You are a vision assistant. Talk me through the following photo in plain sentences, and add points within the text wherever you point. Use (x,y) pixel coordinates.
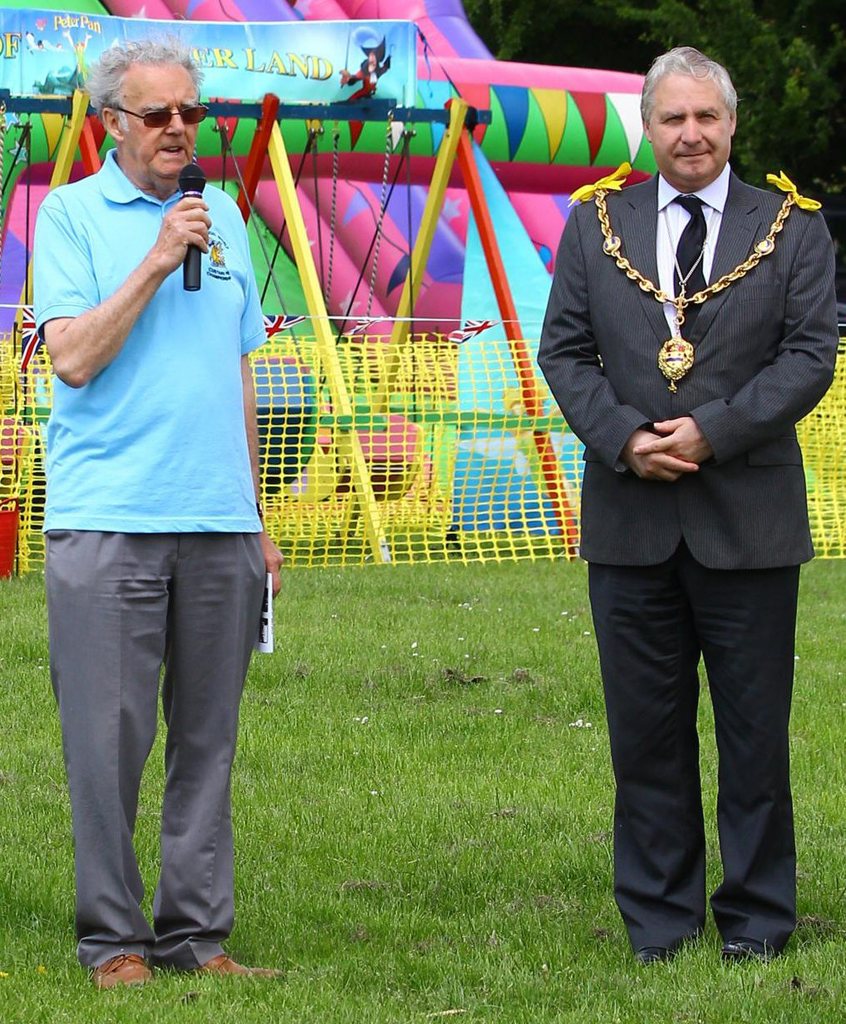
In this picture we can see old man (105,382) wearing blue color t-shirt (223,492) standing in the grass lawn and giving a speech in the microphone (191,268). Beside we can see another man (607,513) wearing black color coat (693,492) standing and giving a pose into the camera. Behind we can see kids playing zone (441,277).
